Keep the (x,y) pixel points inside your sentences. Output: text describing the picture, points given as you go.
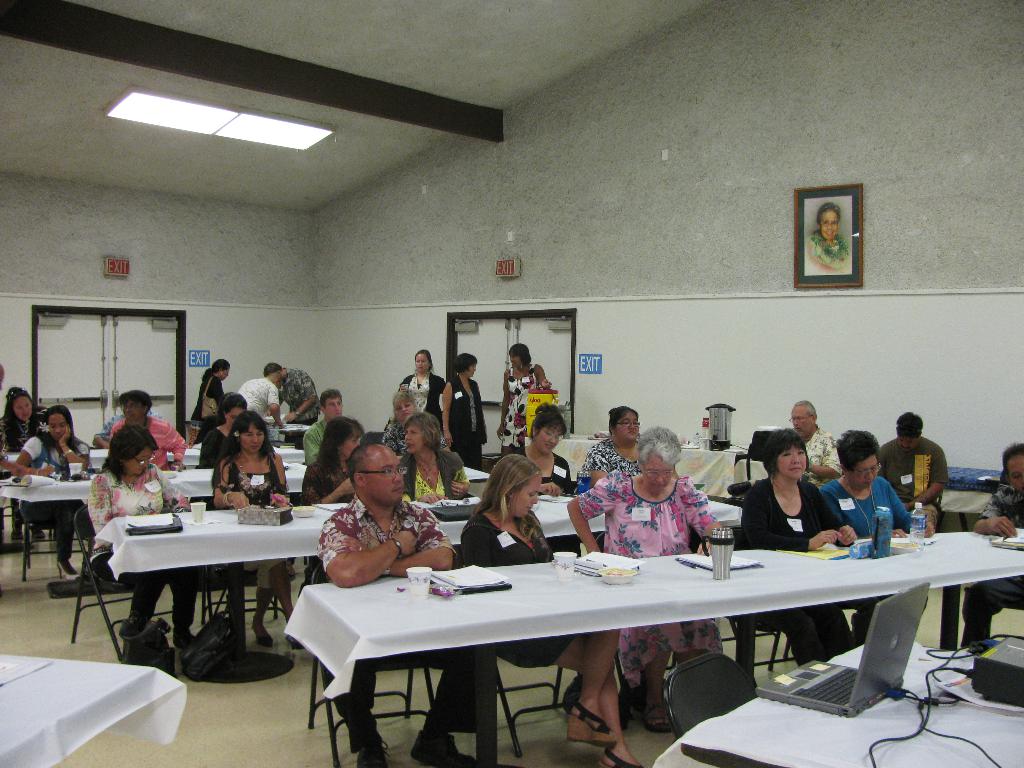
In the image we can see group of people (926,513) were sitting on the chair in front of them there is a table (159,560), on table (463,605) they were few objects (481,585) like books (493,581), glasses (426,586) and pen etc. And back of these people (354,479) the three more ladies (436,399) in the center (428,381) they were standing and discussing something. Back of them there is a wall (629,248) on wall (748,224) there is a photo frame (801,235), and in the right corner (862,690) we can see a laptop (849,694).
